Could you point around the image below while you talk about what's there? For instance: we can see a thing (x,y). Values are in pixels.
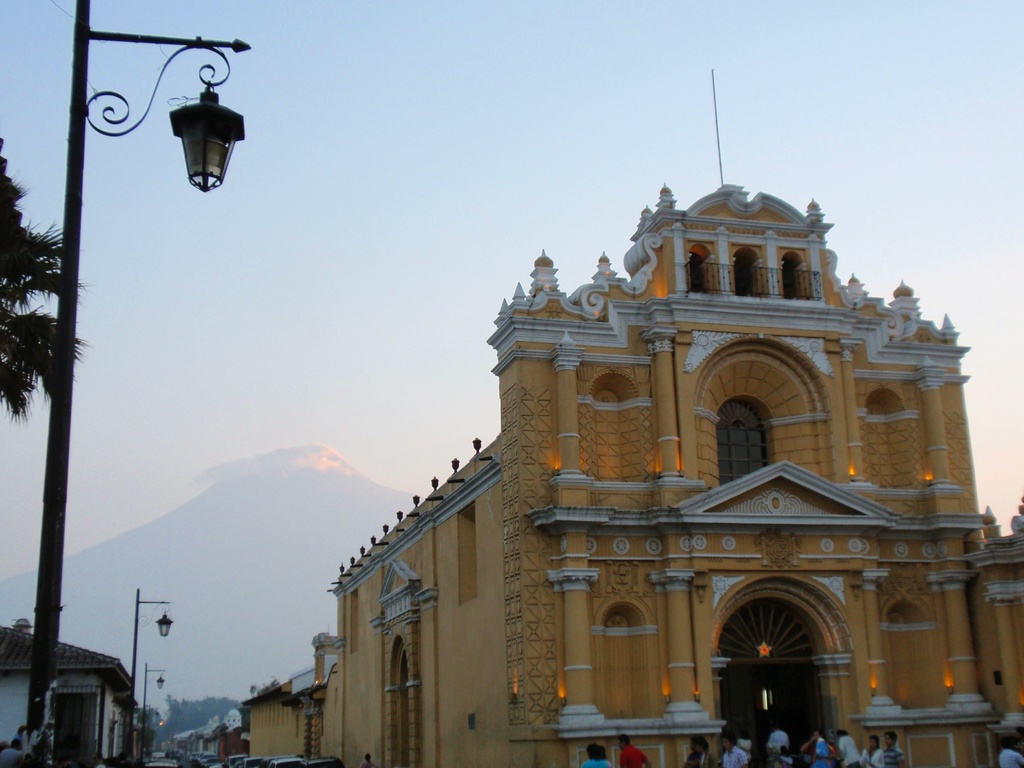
On the left (72,193) there are street lights (132,715), trees (182,724) and buildings (315,645). In the center of the picture (524,447) there are buildings (513,682) and people (706,760). In the background (237,524) there is a mountain (262,519).
